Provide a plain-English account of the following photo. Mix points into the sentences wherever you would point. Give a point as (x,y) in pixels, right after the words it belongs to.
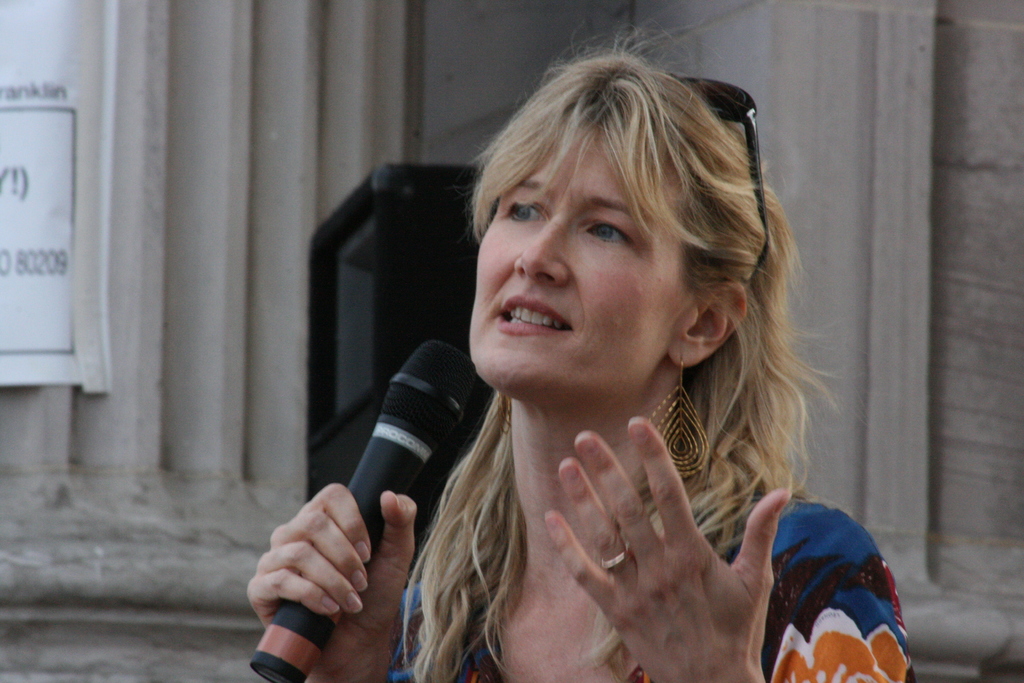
In this image I can see the person (355,504) is holding the mic (416,393). Back I can see the white color banner (39,337) is attached to the wall (164,307).
